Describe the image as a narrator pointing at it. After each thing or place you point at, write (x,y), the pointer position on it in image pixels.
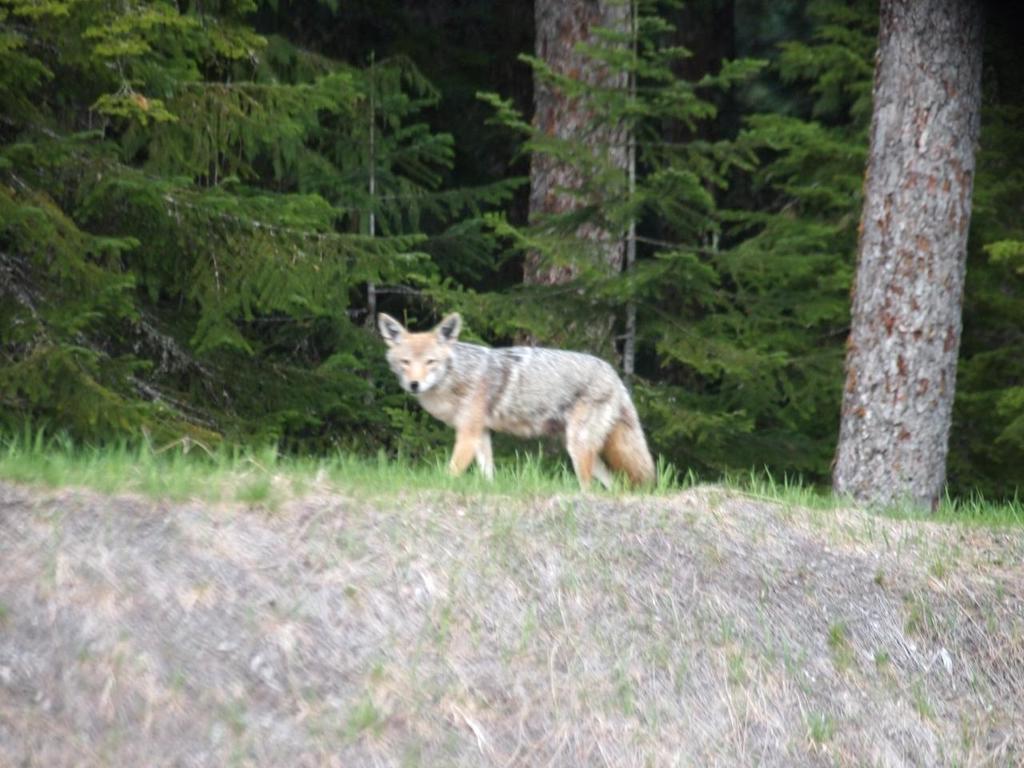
This image consists of a coyote (434,386) walking on the ground (659,523). At the bottom (656,566), we can see green grass (938,573). In the background (443,205), there are many trees (793,430). It looks like it is clicked in a forest (166,114).
